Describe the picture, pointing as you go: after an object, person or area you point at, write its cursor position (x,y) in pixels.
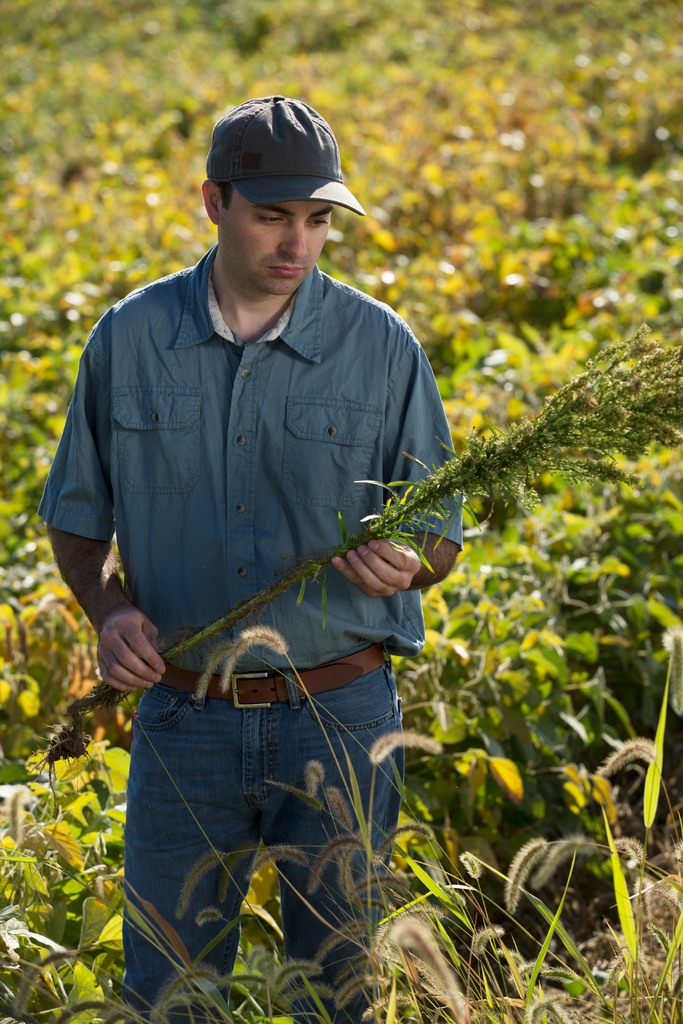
In this image, I see person (218,886) wearing a blue colored shirt (327,314), blue color pant (352,749) and a blue colored cap (284,172) and he is holding a plant (660,357) in his hand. In the background (6,548) I can see a lots of plants (627,43).
